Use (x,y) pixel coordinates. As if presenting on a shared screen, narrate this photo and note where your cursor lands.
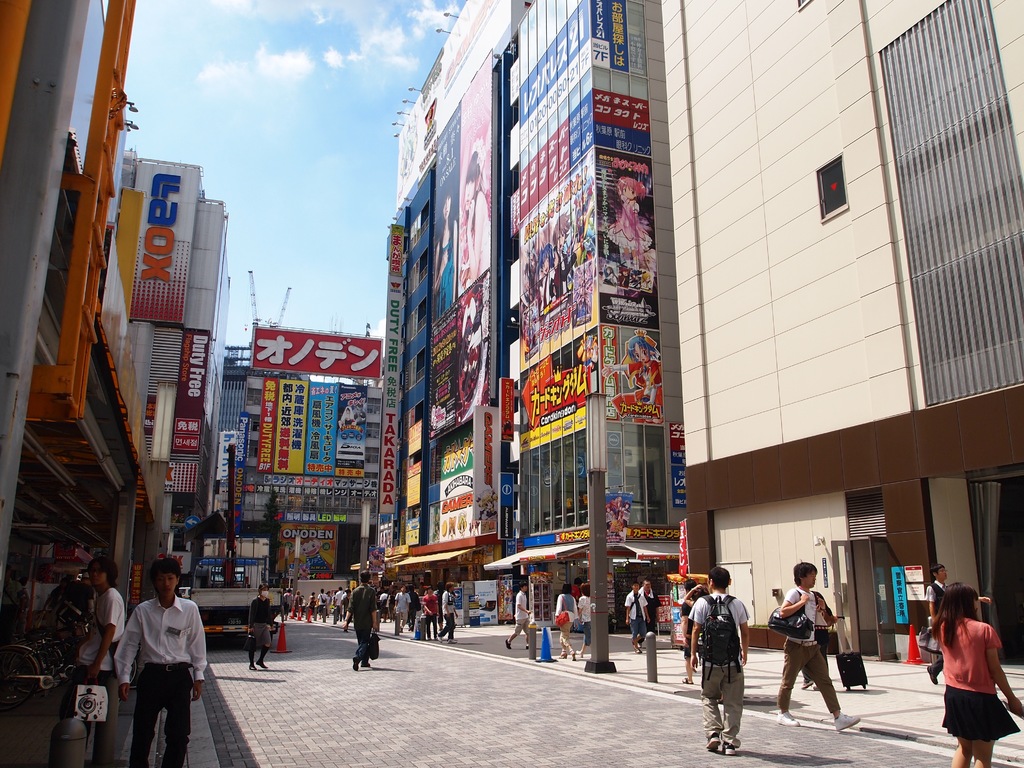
In this image I can see the ground (365,671), few persons (253,621) standing on the ground (666,655), few banners (310,361), few buildings (290,494), few poles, few bicycles (68,677) and in the background (304,257) I can see few cranes (282,314) and the sky (269,115).
